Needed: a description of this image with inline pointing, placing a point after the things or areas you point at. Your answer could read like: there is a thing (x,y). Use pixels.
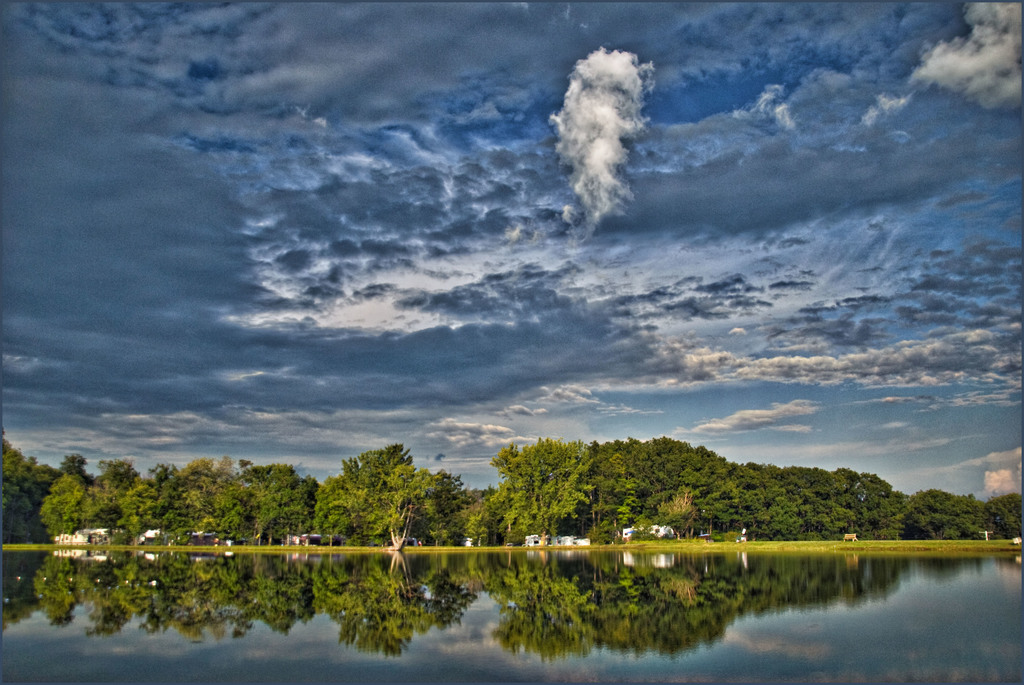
In this image on the foreground (455,623) there is water body (792,621). In the background (263,513) there are trees (271,504), buildings (535,539). The sky (586,264) is cloudy.
